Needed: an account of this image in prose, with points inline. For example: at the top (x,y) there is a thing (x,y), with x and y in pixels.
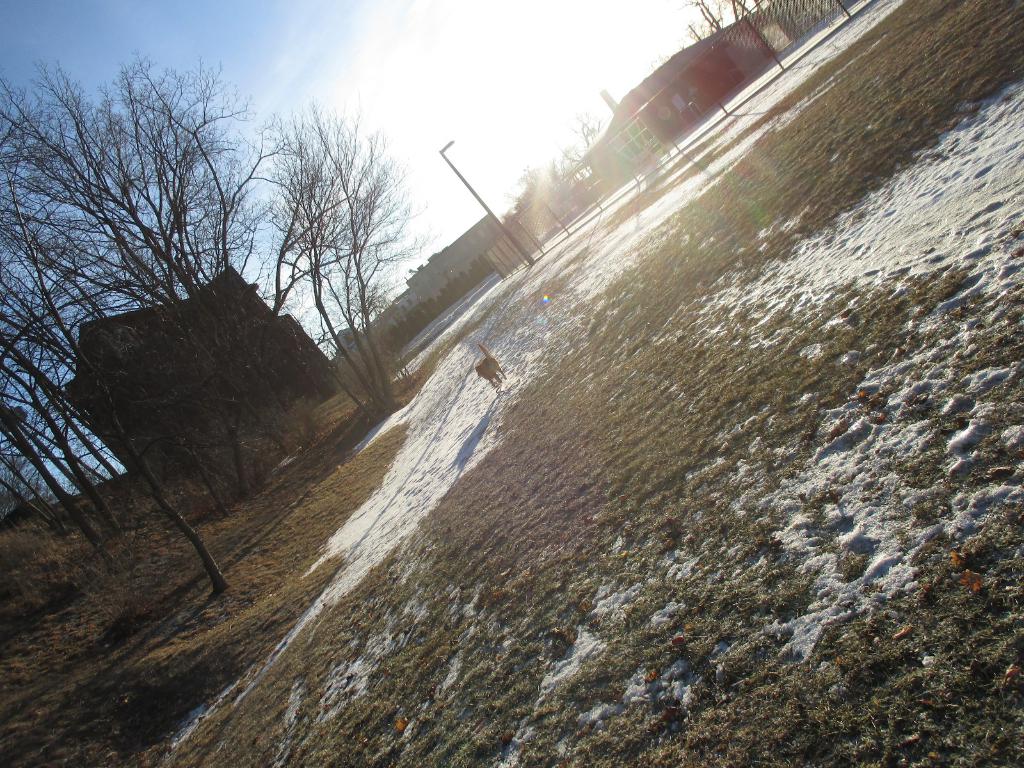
In this image we can see an animal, snow (502,357) and grass (543,503) on the ground (309,457) and on the left side (173,405) we can see trees (320,293) and house (88,377). In the background (421,214) we can see poles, fence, trees (528,200), buildings (651,81) and clouds (350,212) in the sky (515,16).
